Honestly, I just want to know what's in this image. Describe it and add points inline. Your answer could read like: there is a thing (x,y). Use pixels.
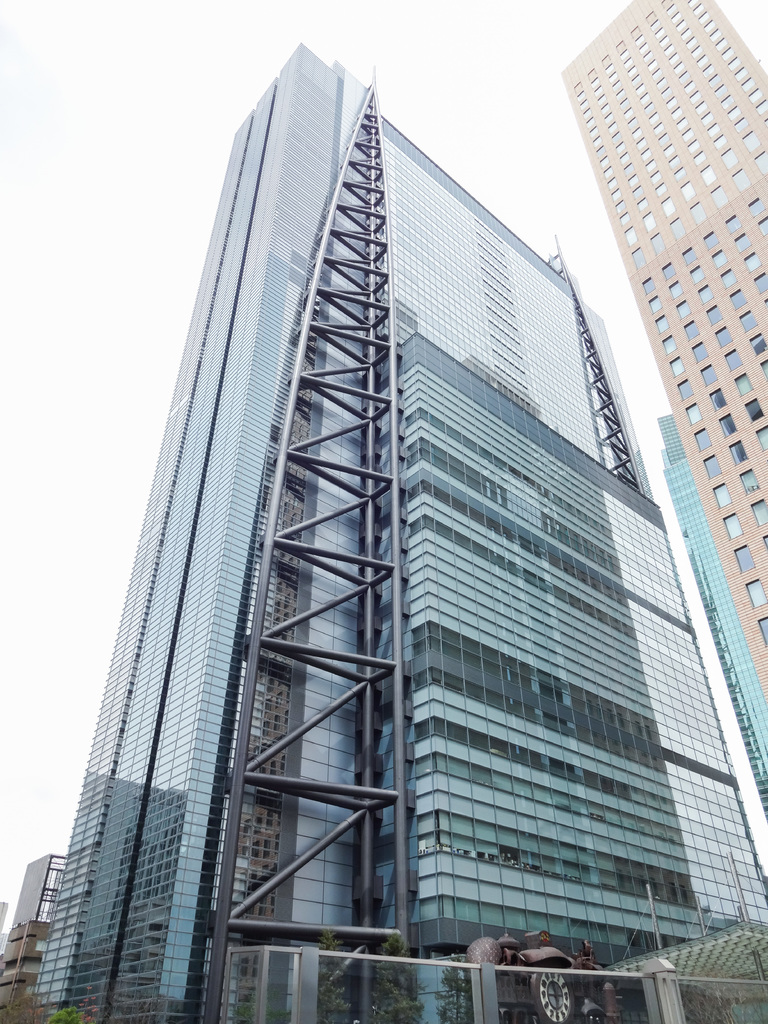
In this image there are few buildings (354,761). Bottom of image (469,985) there is a fence (550,975), behind there is a statue (537,966) and few trees (402,984). Top of image (190,162) there is sky (121,162).
